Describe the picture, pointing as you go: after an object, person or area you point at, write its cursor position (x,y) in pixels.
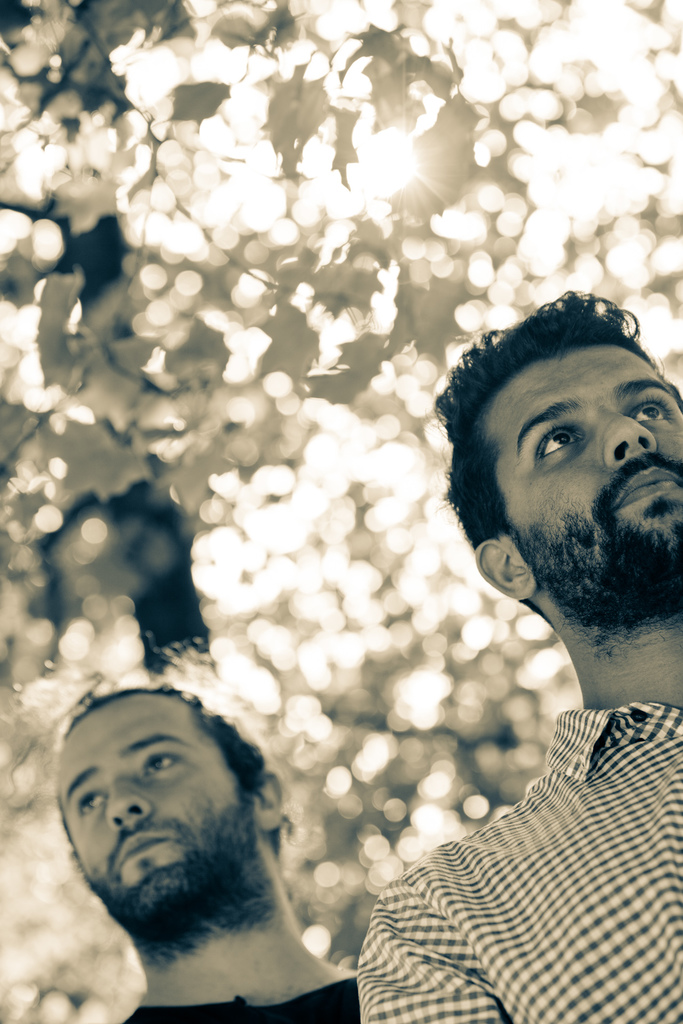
In this picture we can see two men (128,755), in the background (286,520) we can see few trees (165,448).
